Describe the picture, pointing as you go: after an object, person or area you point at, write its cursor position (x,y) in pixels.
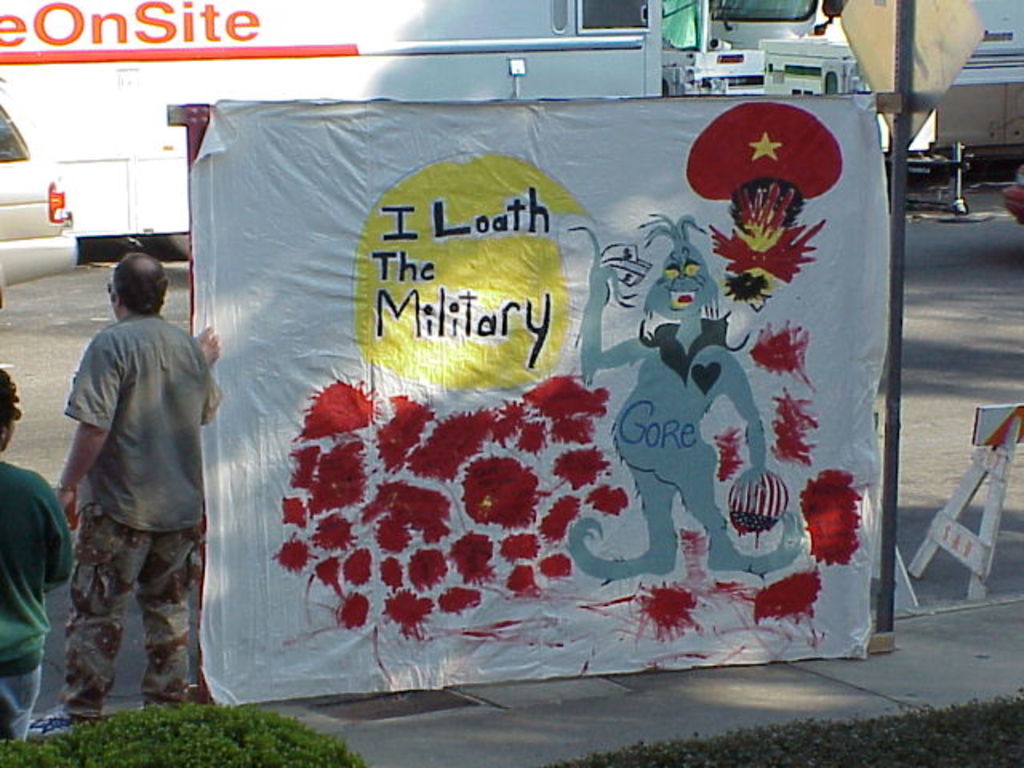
In the center of the image (502,349) we can see a banner (204,651), board (774,418). On the left side of the image (180,438) we can see two persons (109,485) are standing and a man (198,409) is holding a banner (266,375). In the background of the image (89,56) we can see the vehicles (12,133) and road (65,275). On the right side of the image (990,533) we can see a stand (1010,411). At the bottom of the image (747,688) we can see the plants (345,762) and footpath (615,732).
